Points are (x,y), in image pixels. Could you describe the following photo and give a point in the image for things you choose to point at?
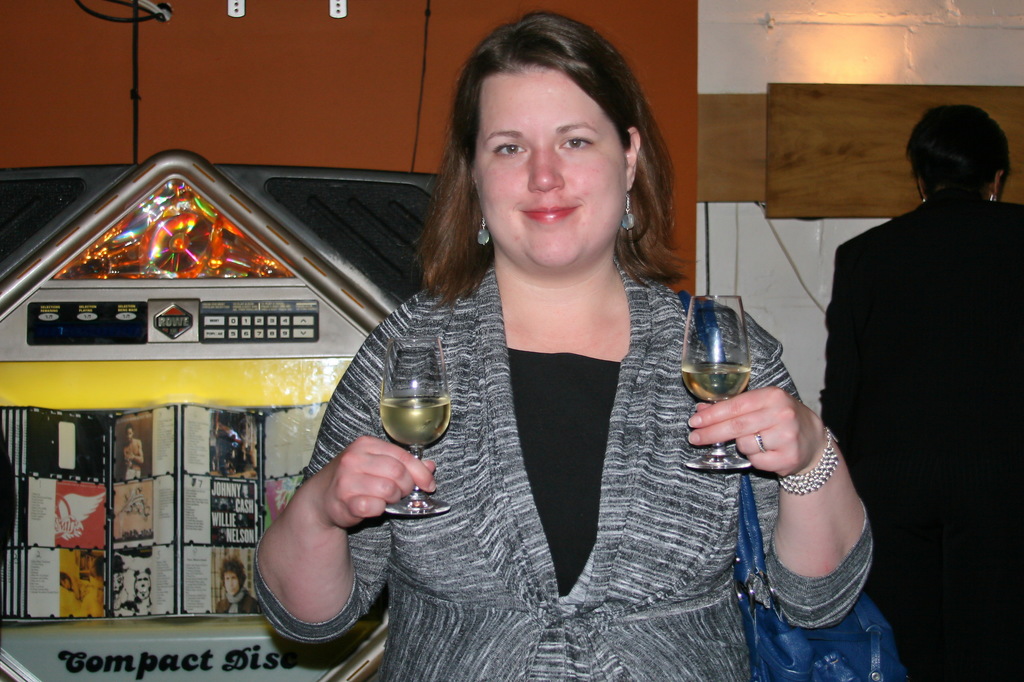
In this image i can see in the right side (938,325) there is a person (948,380) wearing a black color shirt (898,345) and there is a woman (553,466) on the center (568,417) she holding a glasses (442,381). and glasses (697,378) contain a drink (425,420) and she wearing a gray color dress (516,531), on her left hand (809,470) she wearing a band (821,478) she is smiling. On the left hand (274,660) on the corner there a text (74,659).
